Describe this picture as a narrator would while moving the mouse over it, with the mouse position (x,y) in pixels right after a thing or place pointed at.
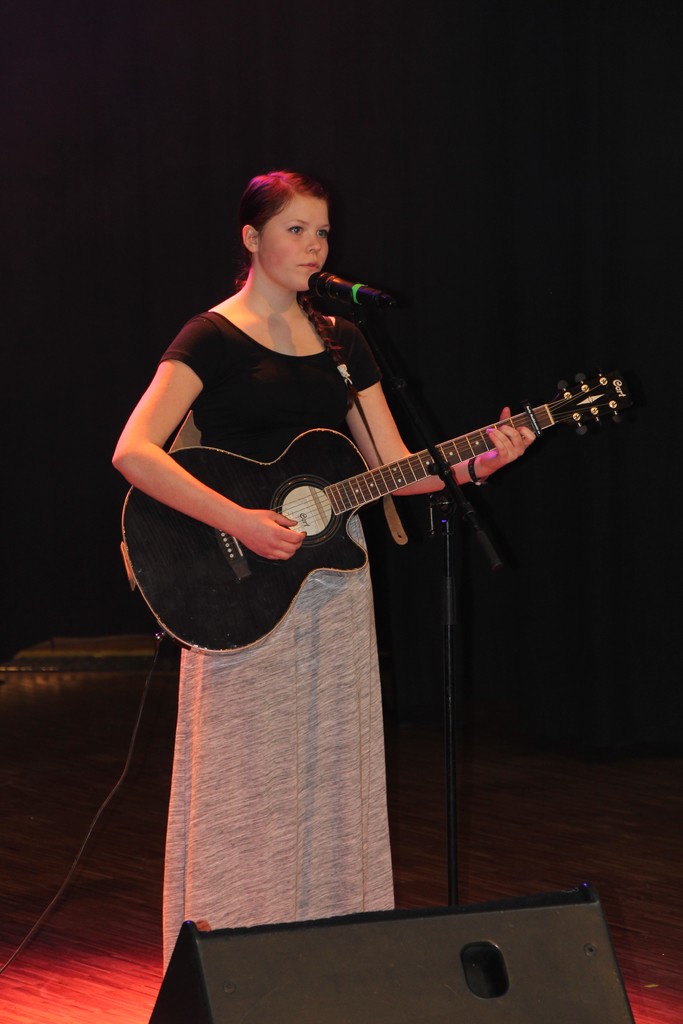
In this image there is woman (197,865) standing and playing a guitar (187,634) by singing a song in the microphone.
